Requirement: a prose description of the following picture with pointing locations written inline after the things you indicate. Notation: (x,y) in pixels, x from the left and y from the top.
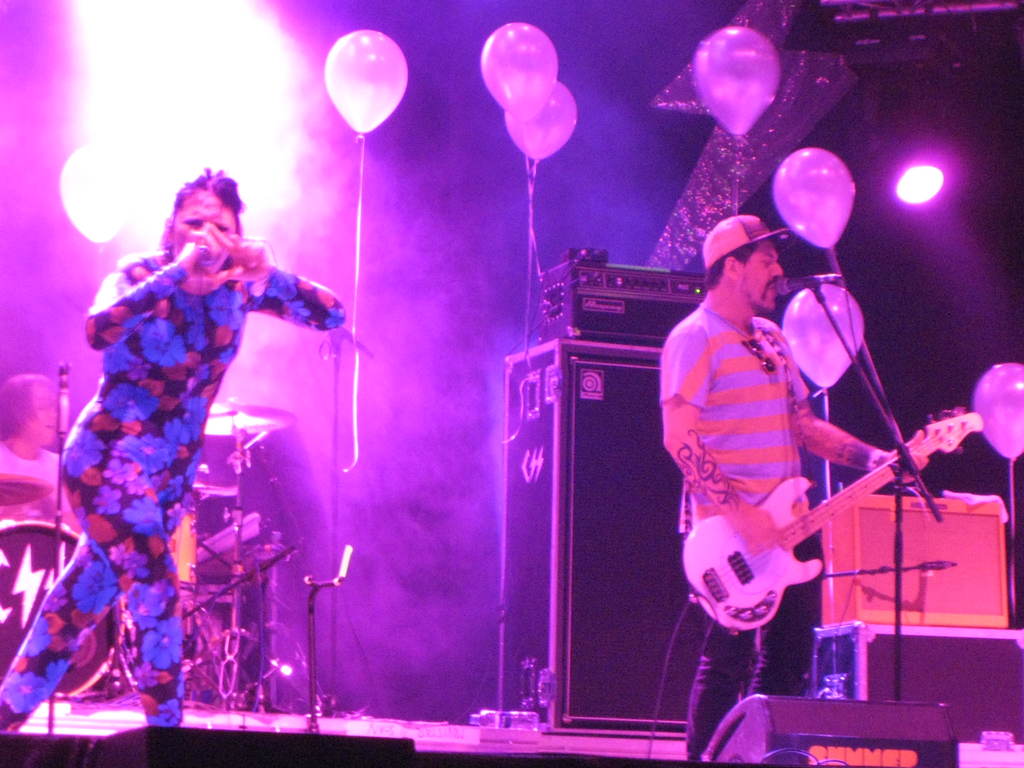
In this image there are two persons (700,387) standing on stage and performing one person (747,537) is holding a guitar (784,528) in his hand (770,531) and another is holding a mic (202,258), in the background (659,321) there are boxes (672,292) and musical instruments (191,528), balloons (372,119) and lights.
